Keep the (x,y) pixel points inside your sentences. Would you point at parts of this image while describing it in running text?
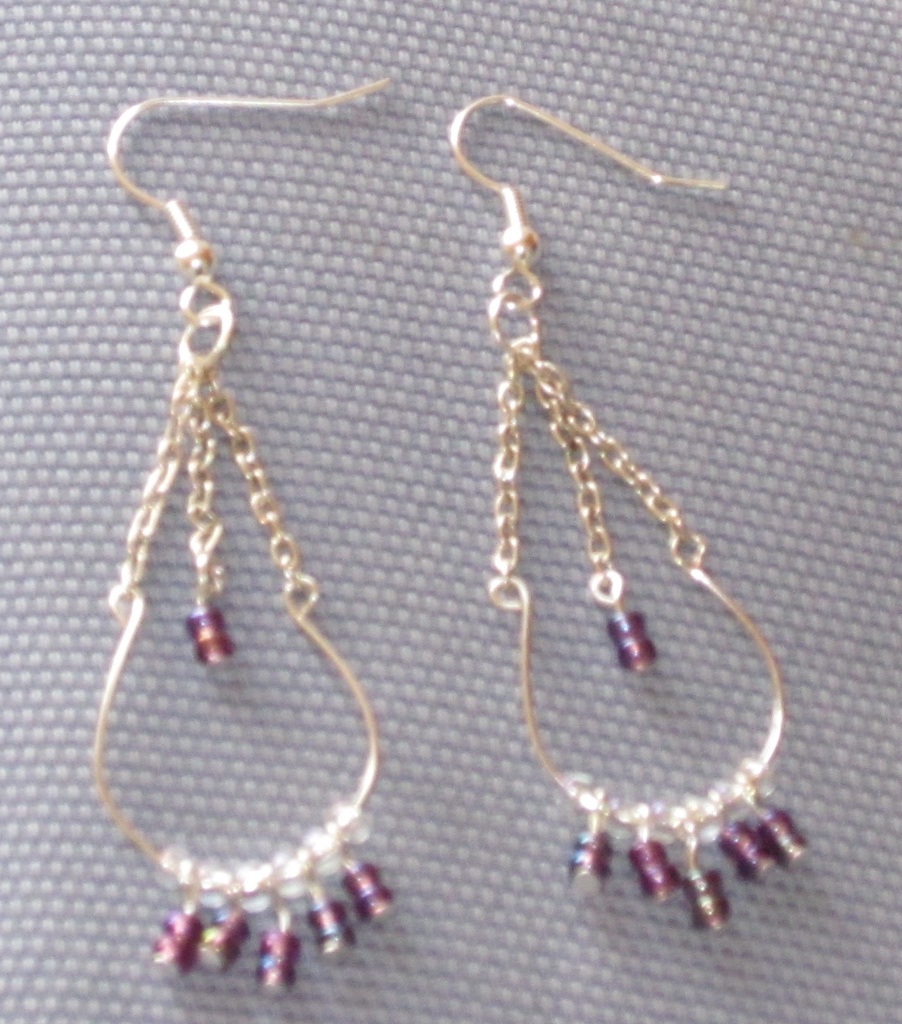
In this image I can see two design earrings (531,709).
